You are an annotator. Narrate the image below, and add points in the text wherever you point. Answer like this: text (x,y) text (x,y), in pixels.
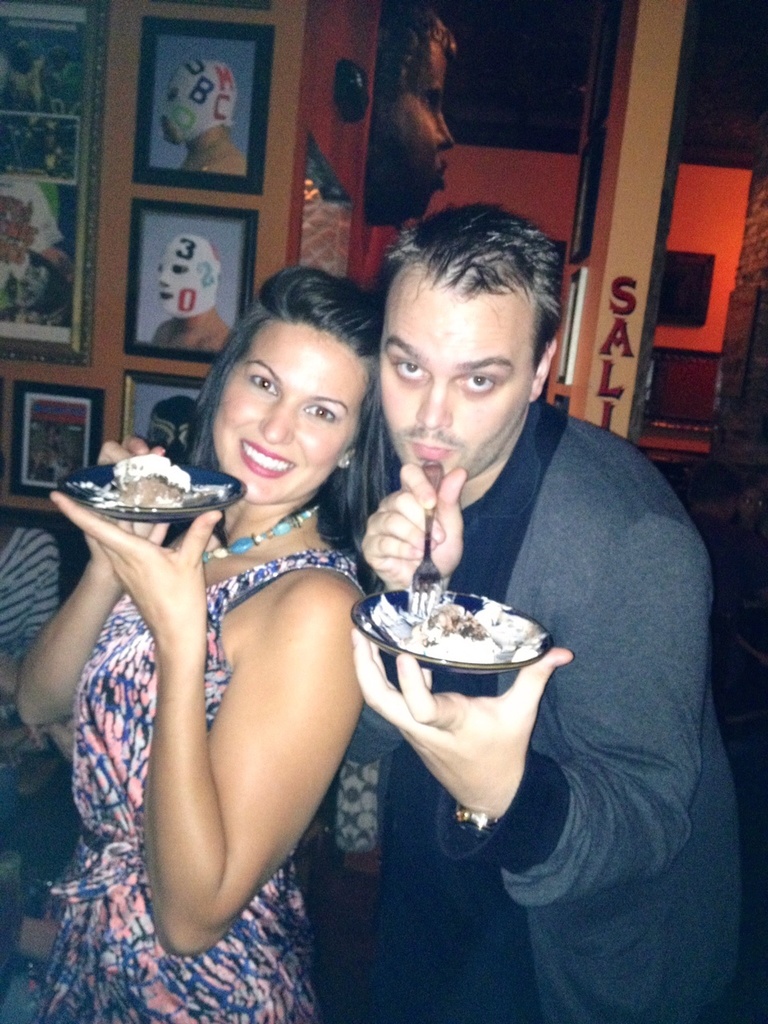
In this image there is a couple (317,596) who are holding the plates (398,646). In the plates (386,640) there is an ice cream (491,628). In the background (111,125) there is a wall (111,166) on which there are photo frames (95,194). Beside the frames (95,194) there is a statue (370,127) of a face (392,93). On the left side (33,551) there are few other people (18,555) sitting in the sofa (14,519). On the right side (614,176) there is a wall (630,234) on which there is some text (602,386). In the background (685,313) there is a television (697,307) which is attached to the wall (723,295).
